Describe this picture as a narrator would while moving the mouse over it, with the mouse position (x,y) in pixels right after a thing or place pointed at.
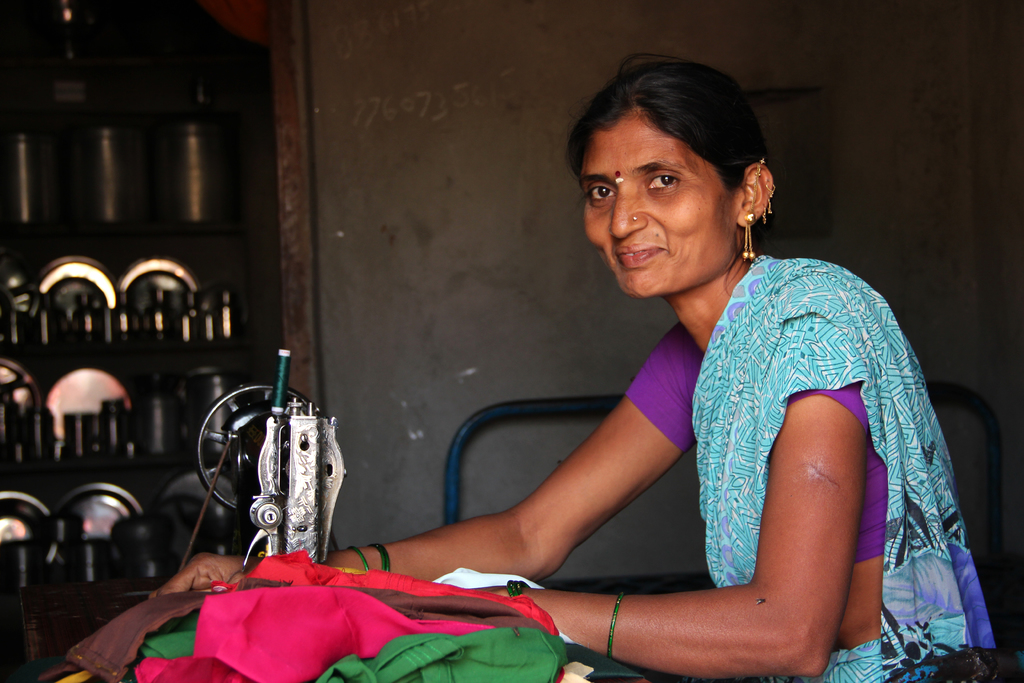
In this picture I can see a woman (678,224) sitting in front (681,211) and I see that she is smiling. I can also see a sewing machine (287,491) in front of her and I can see colorful clothes (284,583). In the background (346,320) I can see the wall (350,478) and I can see few utensils (154,412).
